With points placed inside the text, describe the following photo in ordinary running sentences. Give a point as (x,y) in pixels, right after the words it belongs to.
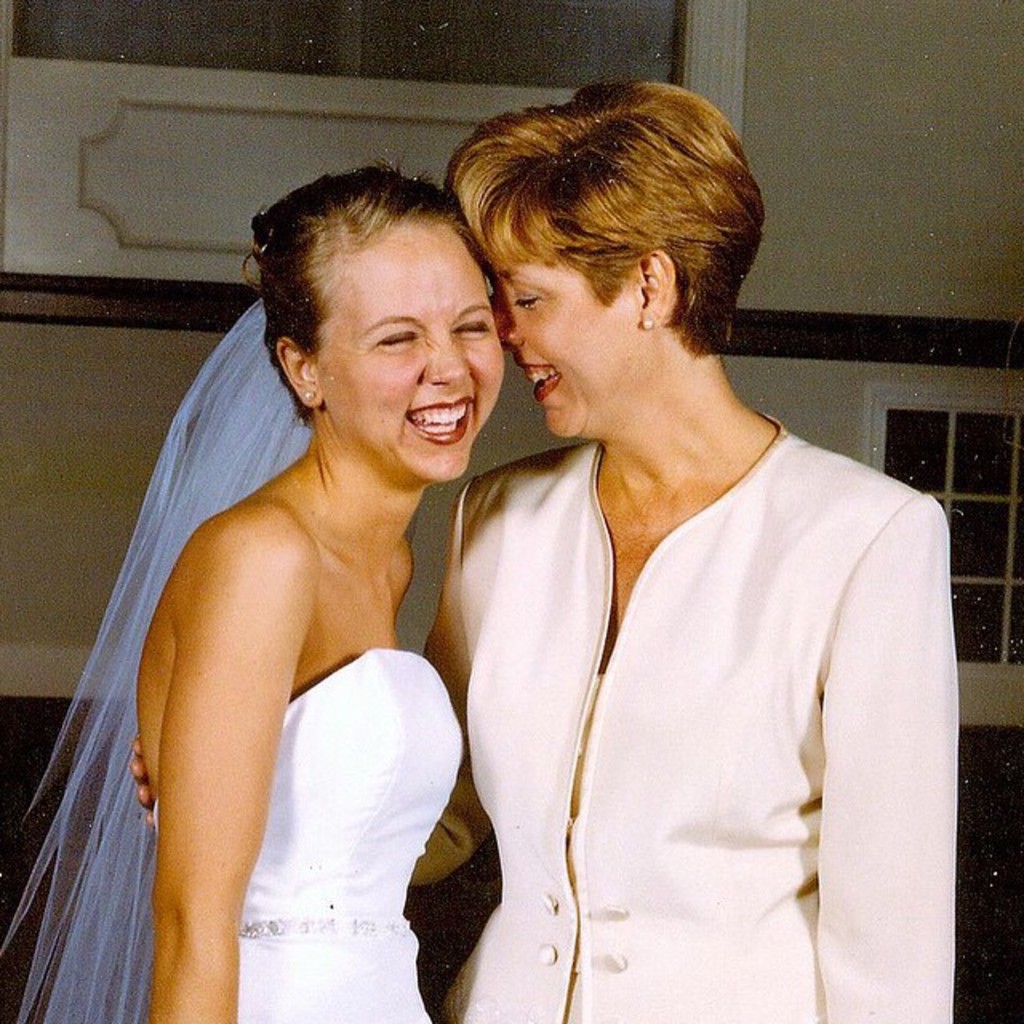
In this image I can see two persons (659,737) standing. The person (275,926) at left (297,910) is wearing white color dress (407,962) and the person (509,774) at right (724,509) is wearing cream color dress (596,898). In the background (890,376) I can see the window (916,452) and the wall (835,165) is in cream color.
